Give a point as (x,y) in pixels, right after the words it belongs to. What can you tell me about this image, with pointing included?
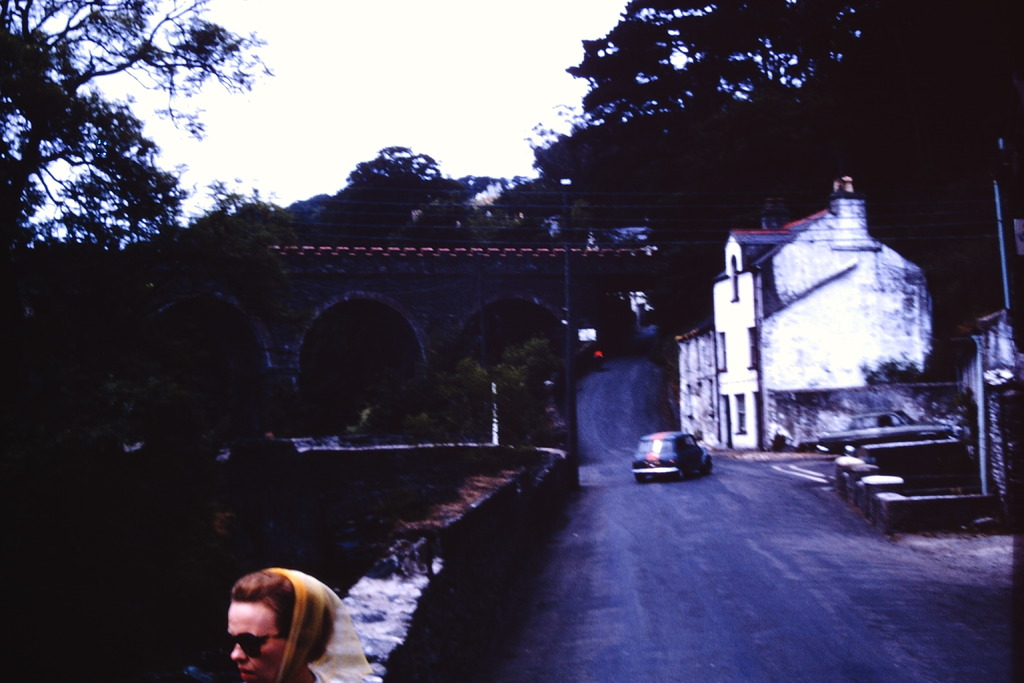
This picture shows trees (672,221) and we see buildings (843,342) and a car (706,463) on the road (607,401) and we see a woman (275,609), she wore sunglasses (258,641) and we see a cloudy sky (339,127).
